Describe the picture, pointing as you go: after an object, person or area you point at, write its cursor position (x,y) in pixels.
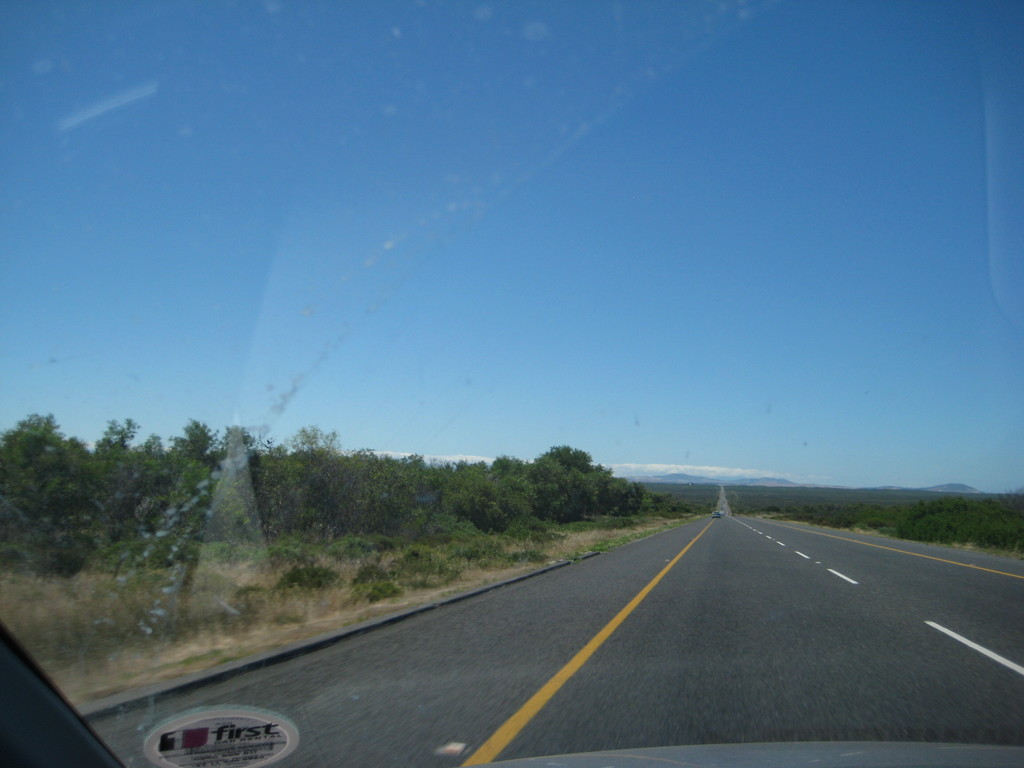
In the center of the image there is a road (691,545). There are vehicles (717,518). In the background of the image (536,506) there are trees (751,495). There is sky (799,271). In the foreground of the image (73,724) there is a car's windshield (315,483).
